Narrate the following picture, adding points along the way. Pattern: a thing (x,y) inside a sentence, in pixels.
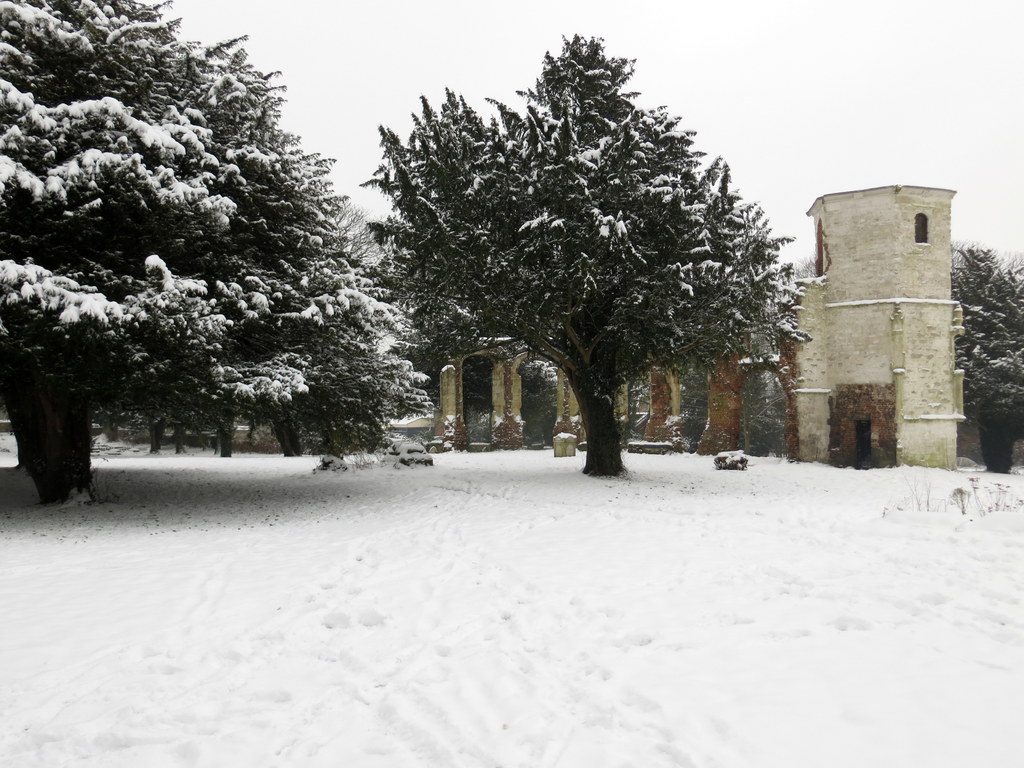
In this image we can see the building (804,378) and also the trees (425,302). We can also see the snow (573,484). Sky (352,45) is also visible in this image.
